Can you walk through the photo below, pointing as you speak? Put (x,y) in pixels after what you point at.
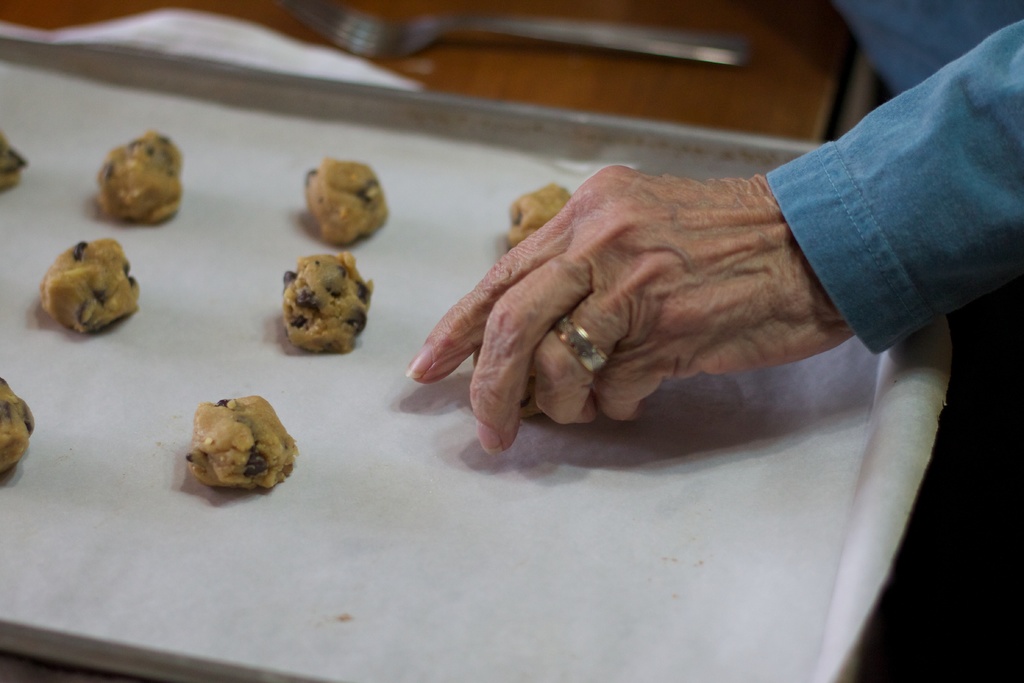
In this image I can see a tray (197,81), cookie dough (316,208), butter paper (654,561), fork (383,38), wooden table (461,80) and a person's hand (617,267).
